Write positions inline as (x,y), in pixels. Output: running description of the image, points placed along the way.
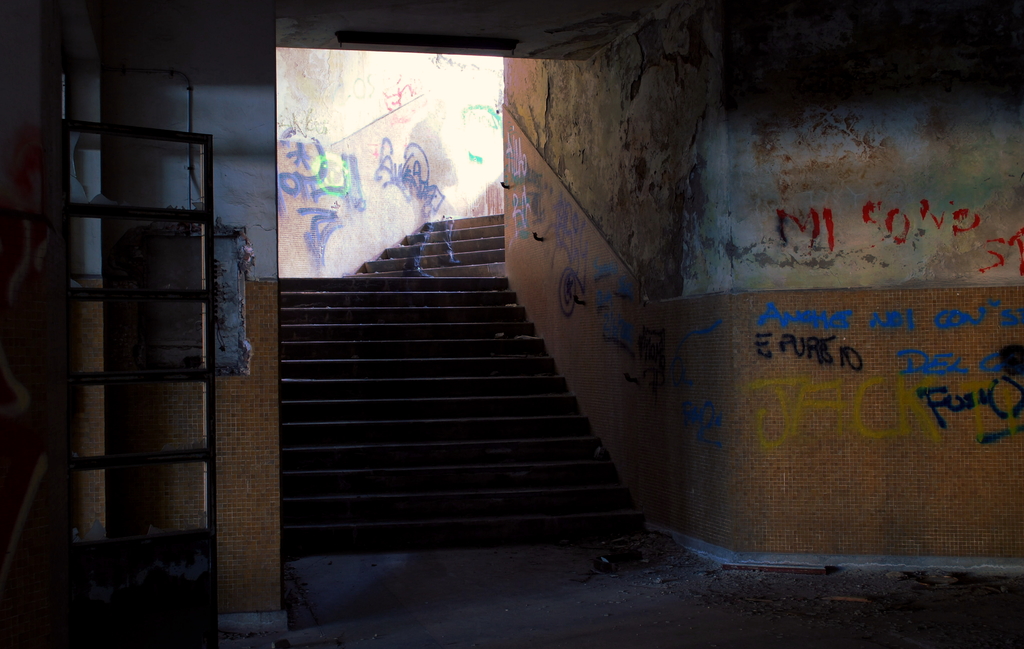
In this image we can see walls (105,225), door (105,249) and steps (381,412). This is an illusion of a person (440,132). Graffiti art (410,157) on the walls (725,379).
